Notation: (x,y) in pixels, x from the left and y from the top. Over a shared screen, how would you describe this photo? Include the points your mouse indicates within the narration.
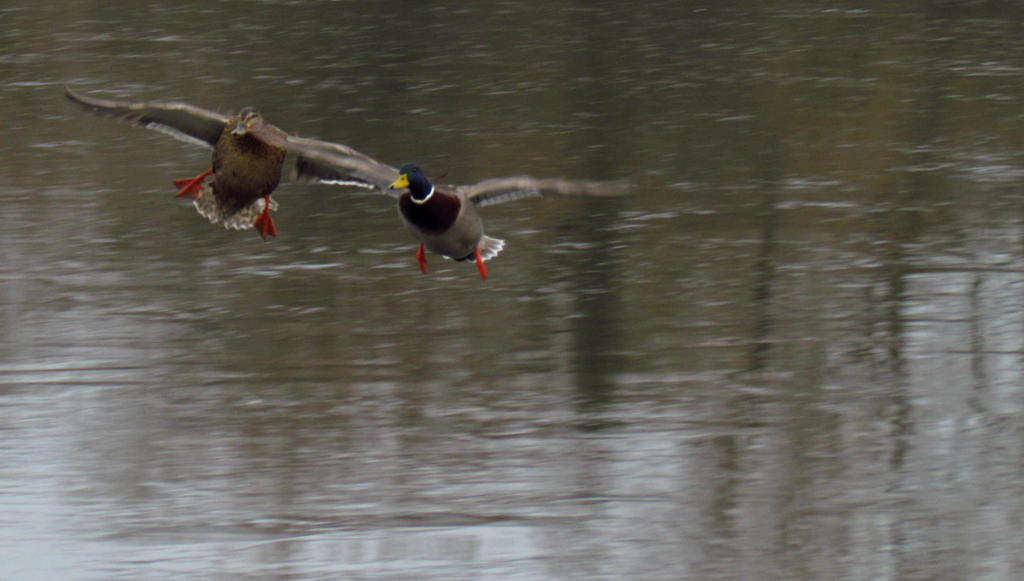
There are two birds (362,176) flying on the water (346,334), the first bird (407,188) has a blue neck (421,183) and a yellow beak (394,185).
